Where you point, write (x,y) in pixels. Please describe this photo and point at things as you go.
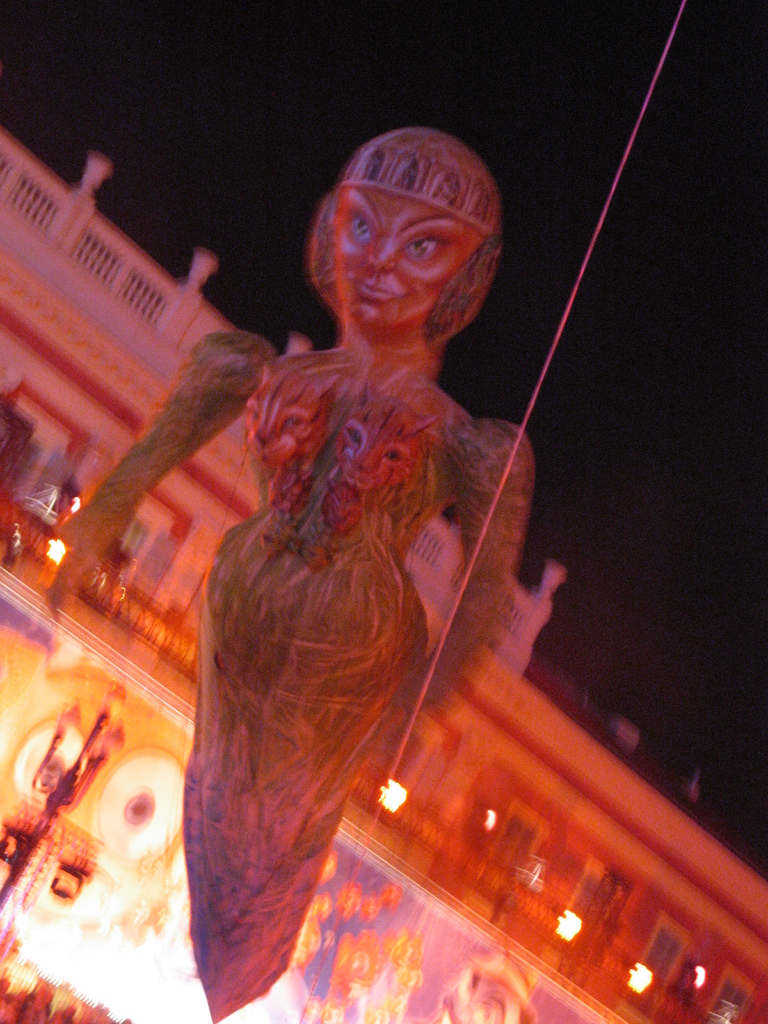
In this image we can see a doll (481,579) in the center of the image (505,497), behind it there is a house (367,924) which has painted on the walls (141,860), on the bottom left corner of the image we can see an object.
